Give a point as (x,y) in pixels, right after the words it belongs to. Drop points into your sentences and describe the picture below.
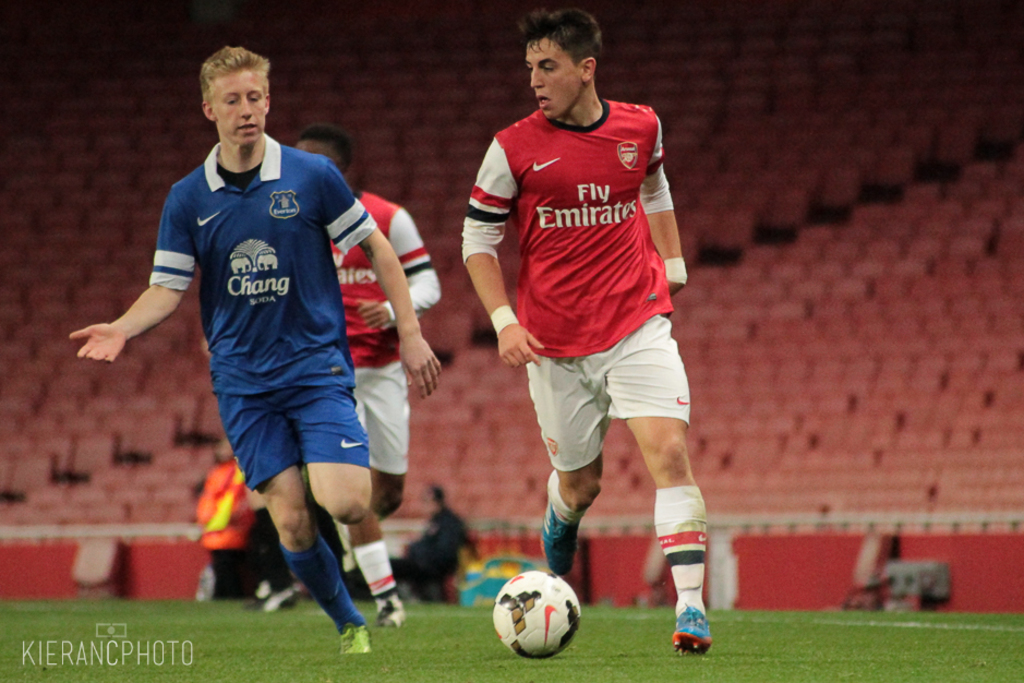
As we can see in the image there are few people (327,375), grass (491,626), ball (527,603), wall (844,595) and chairs (780,173). The man (262,259) on the left side (276,278) is wearing blue color t shirt (279,278). The man (429,277) in the middle (429,277) and the man (672,288) on the right side (686,404) are wearing red color t shirts (533,244).
